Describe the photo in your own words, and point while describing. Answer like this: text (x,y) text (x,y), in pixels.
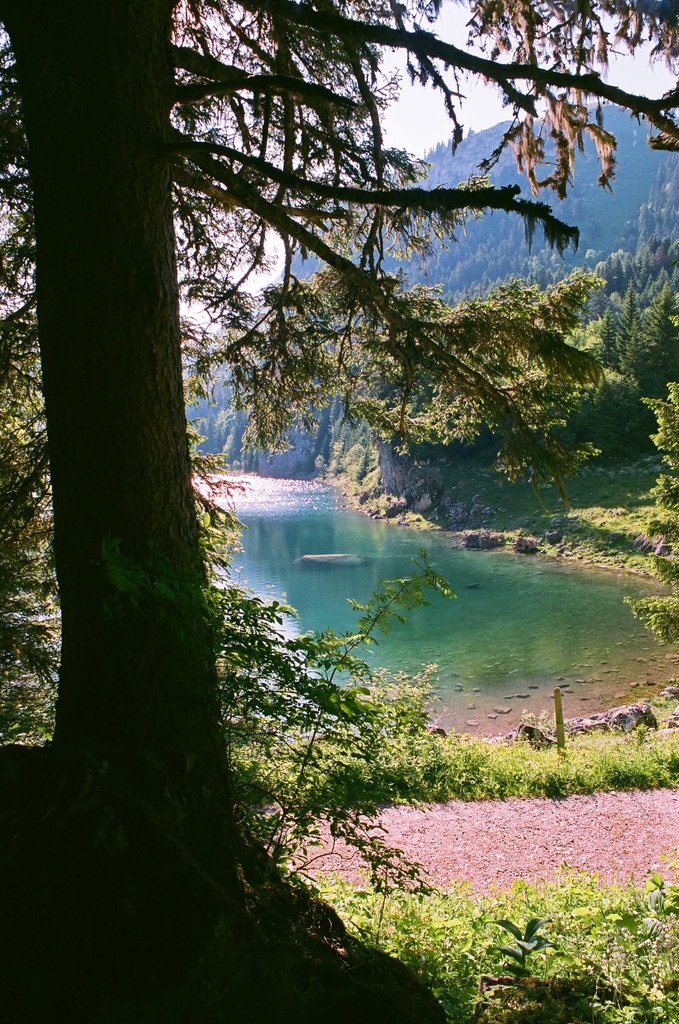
In this image, we can see some plants (621,942) and trees (192,847), we can see water (342,578).
